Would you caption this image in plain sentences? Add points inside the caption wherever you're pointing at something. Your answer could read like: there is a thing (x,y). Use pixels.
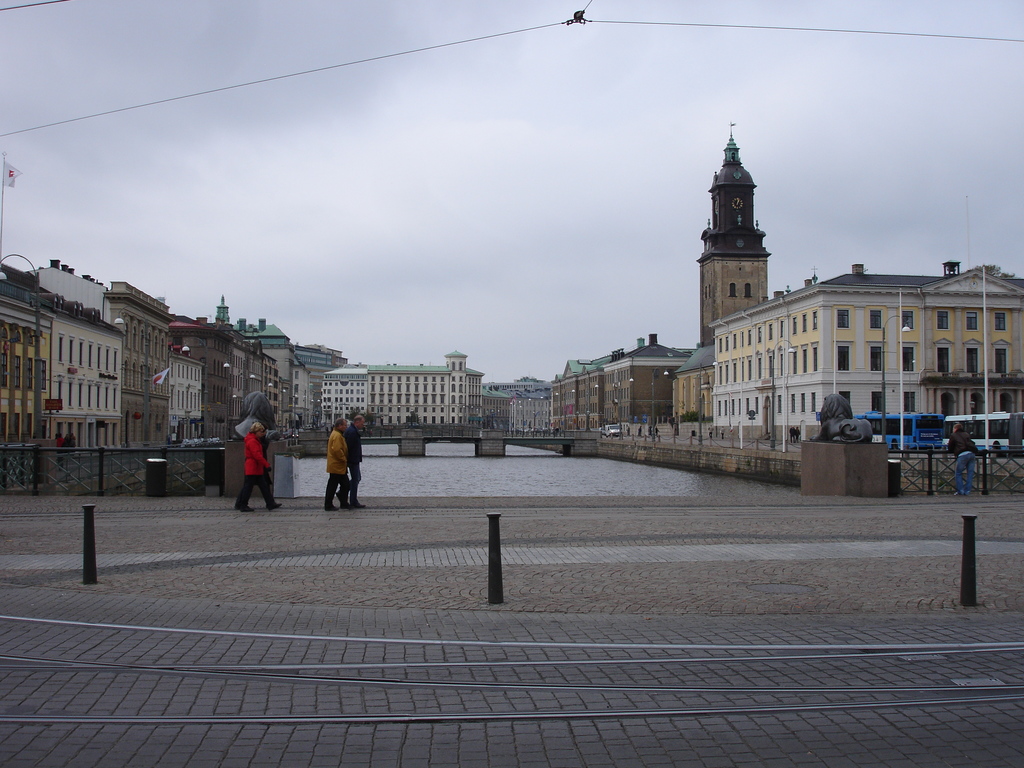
In the image I can see some buildings (86,360), vehicles (1004,422), people (257,456) and a lake (456,474) to the side.
